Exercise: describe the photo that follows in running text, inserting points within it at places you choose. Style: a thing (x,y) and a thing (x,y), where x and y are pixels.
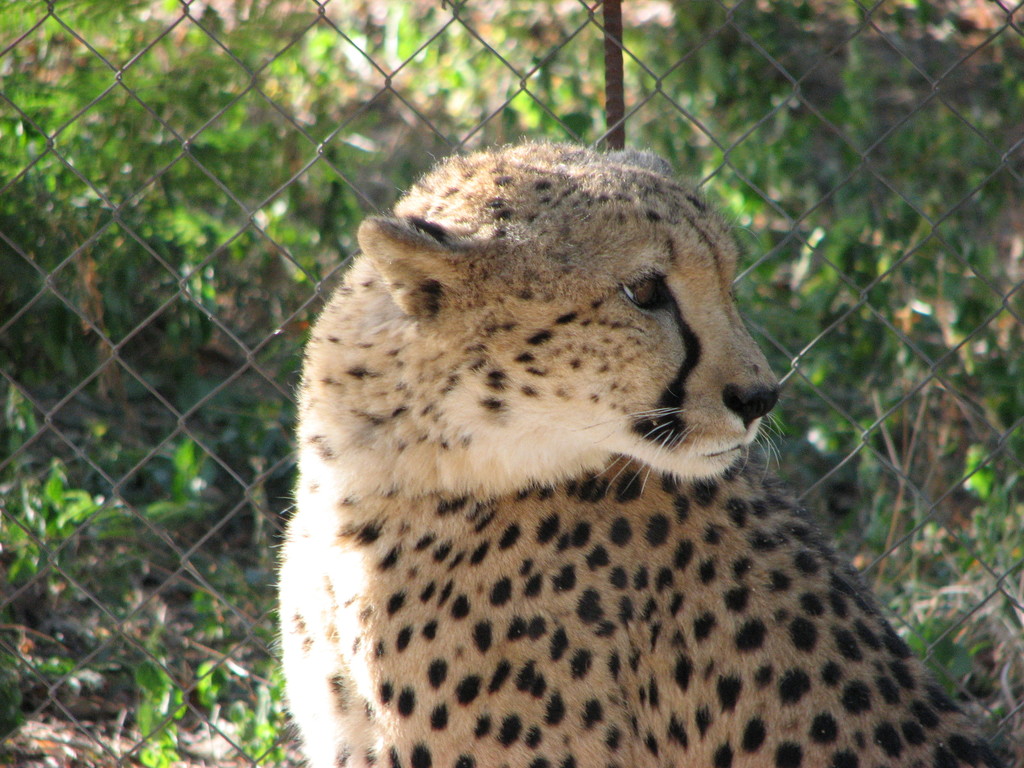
In the center of the image (536,323), we can see a cheetah (504,410) and in the background (276,181), there is a mesh (220,161) and we can see some trees (220,128).
